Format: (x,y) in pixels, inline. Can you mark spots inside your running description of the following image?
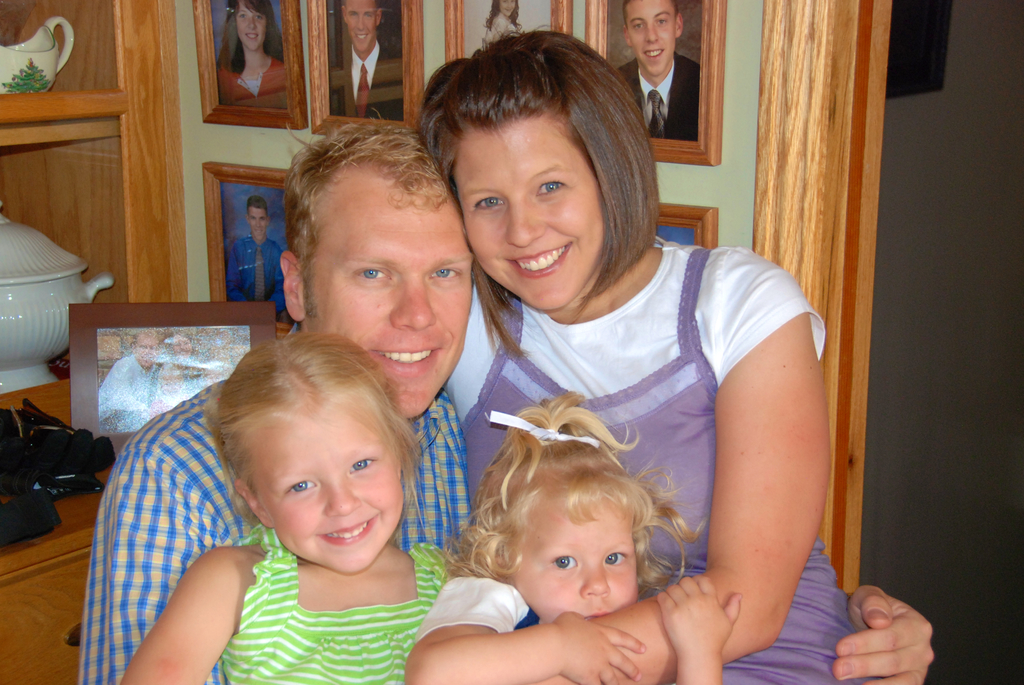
In this image there is a man (165,461), a woman (666,328) and two girls (442,591). They are smiling. Behind them there is a wooden table (31,580). There is a picture frame (135,375) on the table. Beside it there are a few objects (27,488) on the table (2,399). Behind it there are jars (83,269) in a wooden shelf (39,215). Beside the table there is a wall (226,144). There are picture frames (291,41) hanging on the wall (434,39). To the right (932,301) there is another room (905,282).
